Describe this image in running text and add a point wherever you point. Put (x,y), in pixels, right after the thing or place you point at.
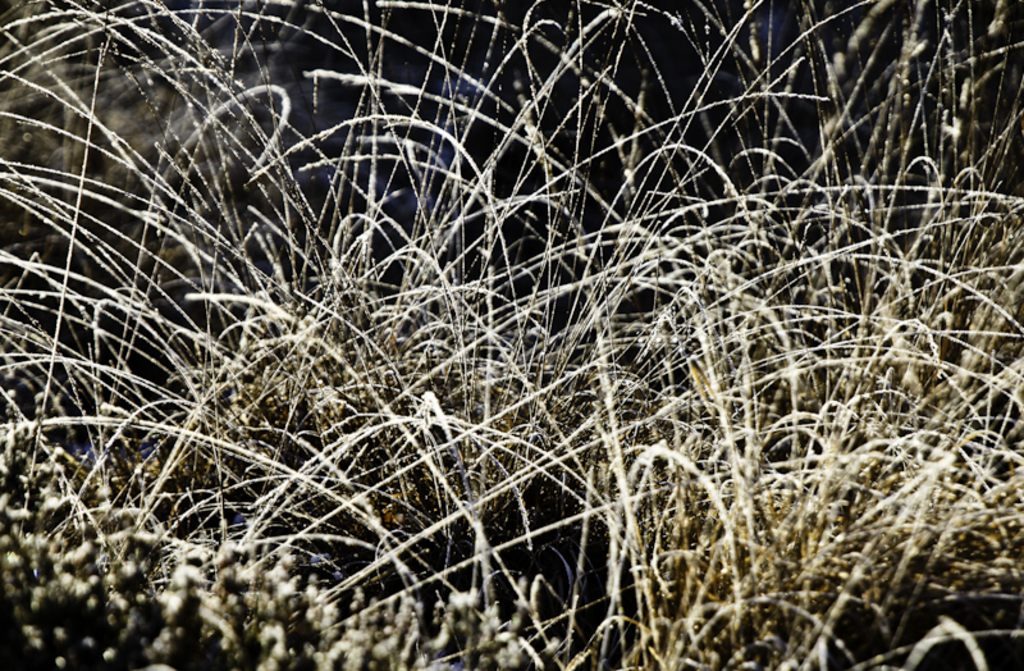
In this picture there is grass (1012,276) and there might be snow (57,172) on the grass (438,440).
